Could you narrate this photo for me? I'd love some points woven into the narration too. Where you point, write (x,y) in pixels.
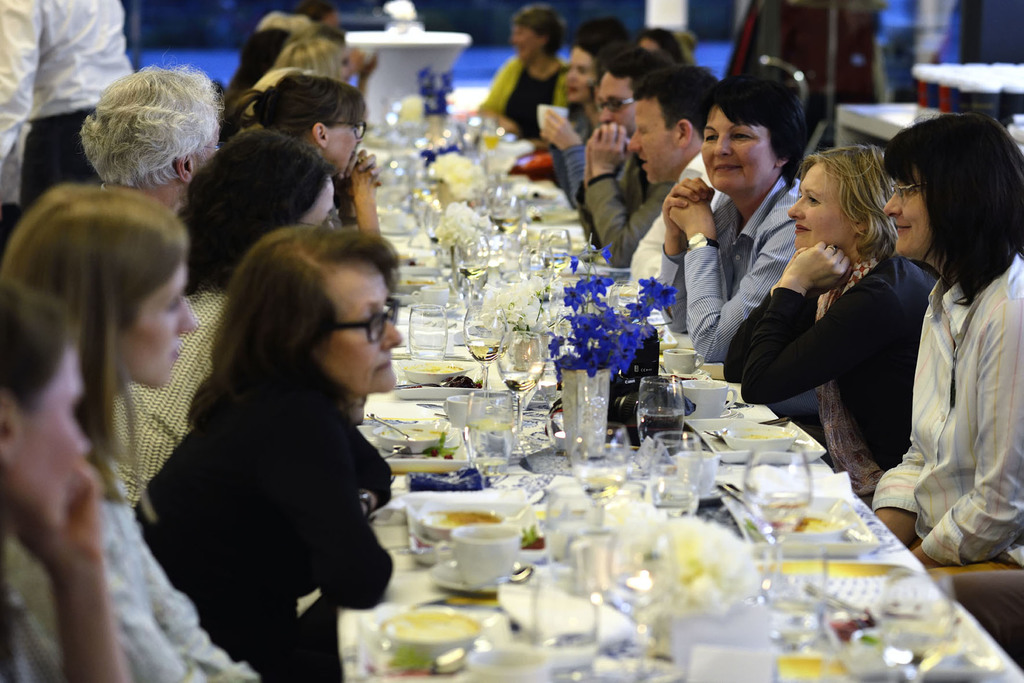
In this image there are group of peoples (342,329) sitting on the chair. On the table (519,489) there is a cup (465,563), saucer (450,572), bowl (440,532), food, glass (482,344), flower vase (602,406).
